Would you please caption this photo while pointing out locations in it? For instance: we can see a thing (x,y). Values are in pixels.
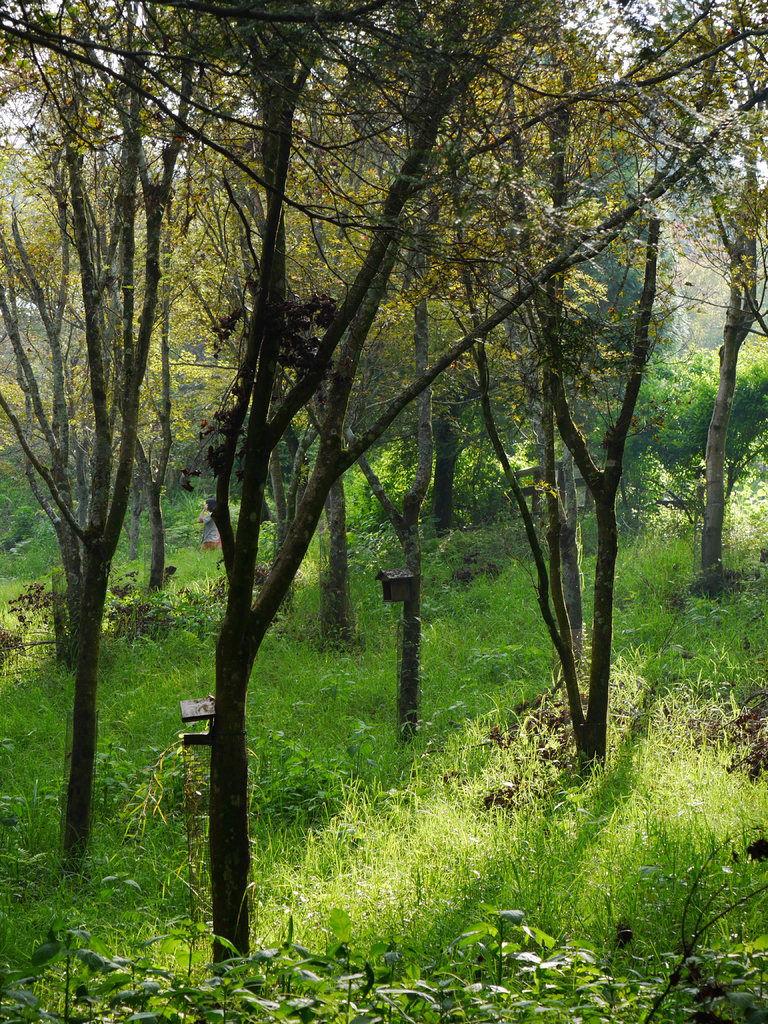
In this image we can see trees (232,383), plants (453,643) and sky (85,161).
